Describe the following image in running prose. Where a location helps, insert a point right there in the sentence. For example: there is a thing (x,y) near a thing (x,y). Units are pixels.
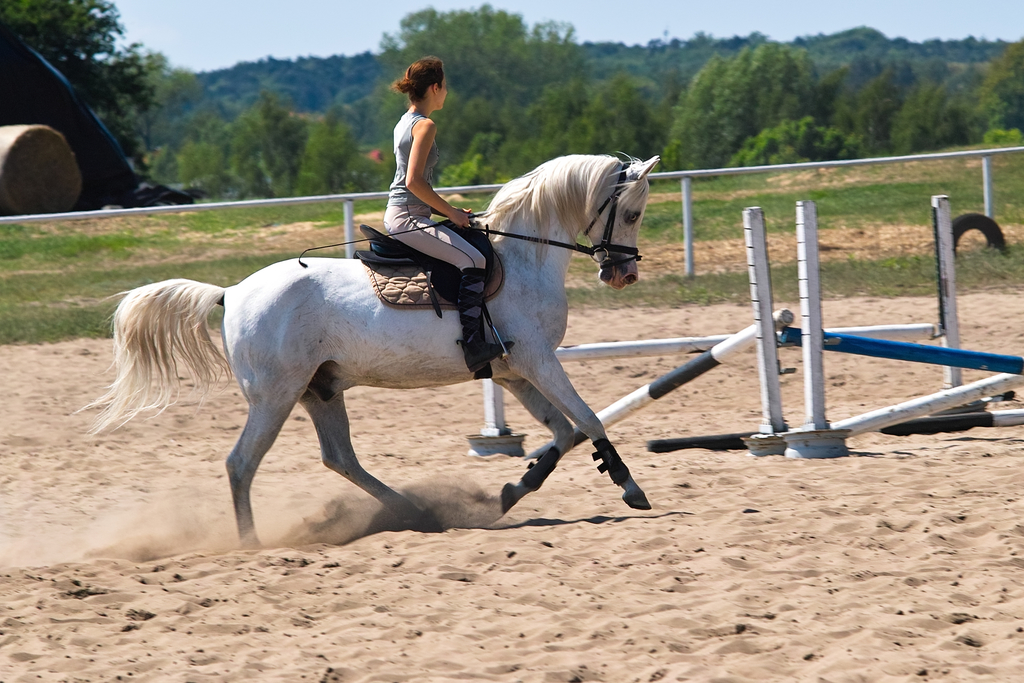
in this image i can see a white horse (435,342) rided by a woman (414,144). behind them there are many trees (740,108) and fencing (688,172).
